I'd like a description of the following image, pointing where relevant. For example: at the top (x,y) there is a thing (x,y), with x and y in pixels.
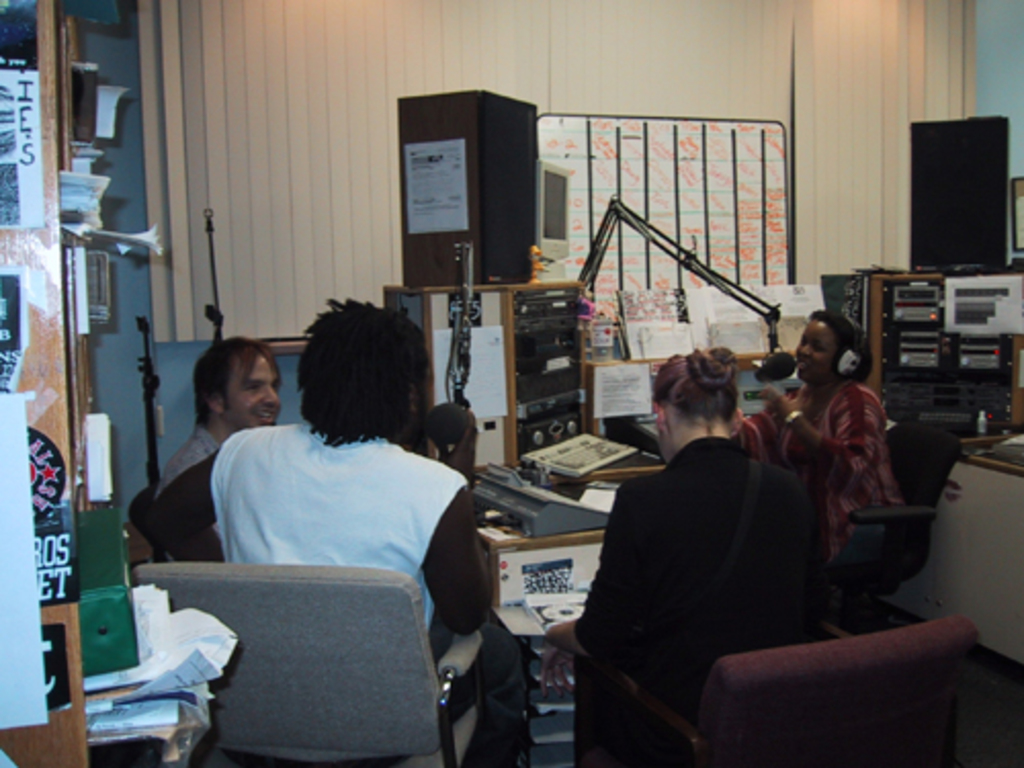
In this picture we can see few persons (706,571) sitting on chairs (925,471) in front of a table (577,475) and on the table (1020,552) we can see electronic devices (531,393). This is a screen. these are mic stands (598,248). Here we can see few papers (149,670) and a box (96,643).
